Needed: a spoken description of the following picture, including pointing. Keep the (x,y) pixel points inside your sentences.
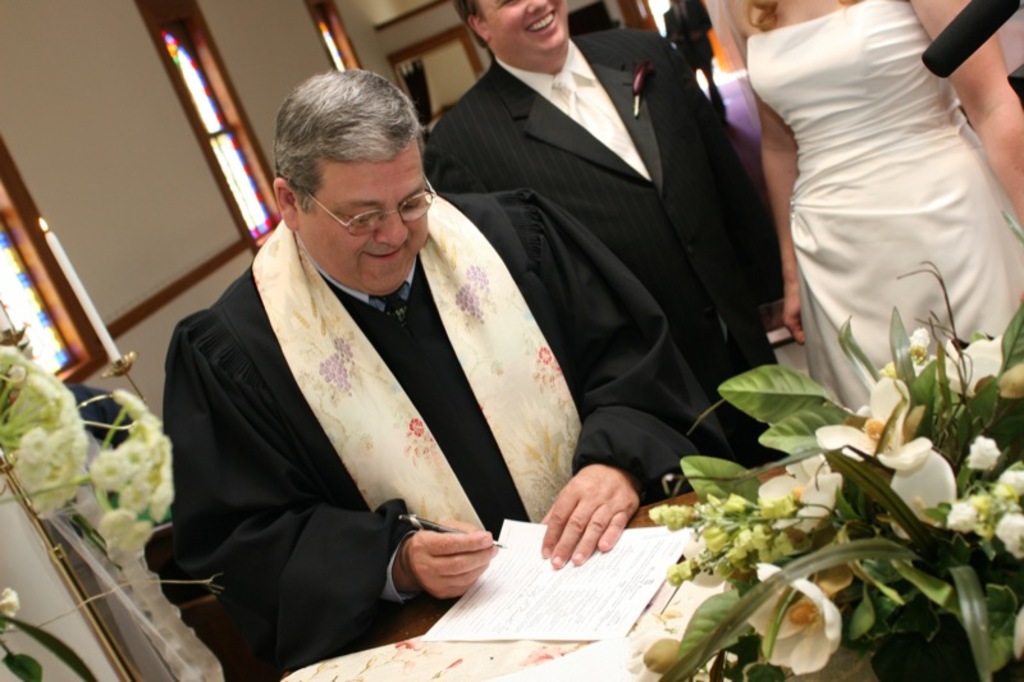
In the image we can see there are two men (524,282) and a woman (861,230) wearing clothes (575,292). This man (388,256) is wearing spectacles (359,214) and holding a paper (615,569) and pen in his hand (547,549). There are flower bouquet (915,582), window (247,155) and a wall (126,93).
